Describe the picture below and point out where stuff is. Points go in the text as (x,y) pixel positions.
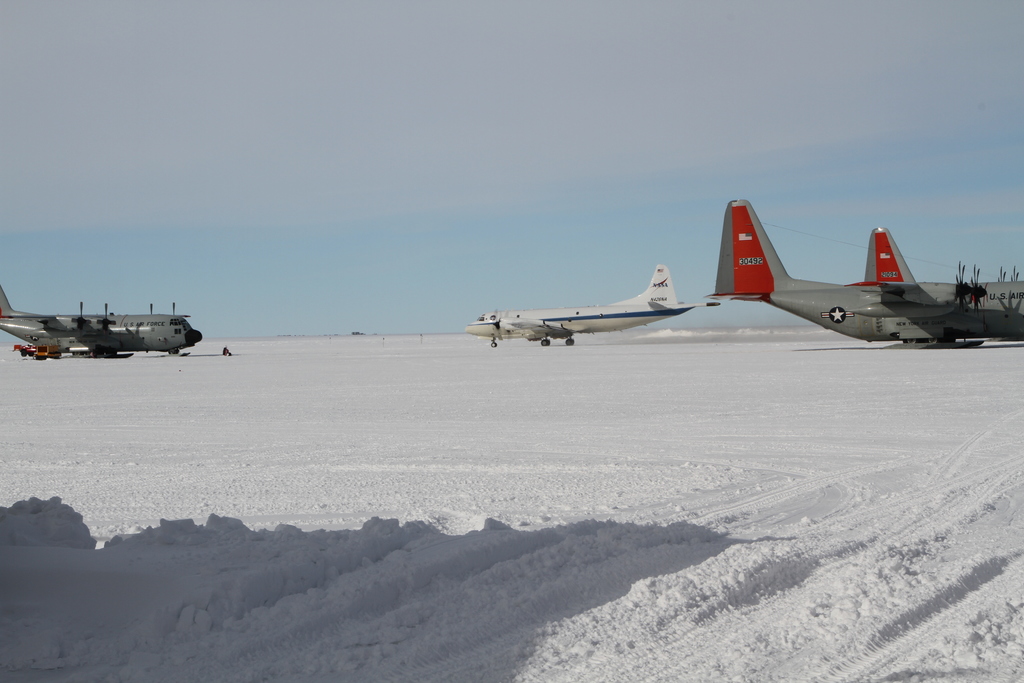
In this image I can see the ground (630,500), some snow (649,477) on the ground (477,521) and few aircrafts (581,330) which are red, white and grey in color on the ground (586,352). In the background (453,186) I can see the sky (452,116).
